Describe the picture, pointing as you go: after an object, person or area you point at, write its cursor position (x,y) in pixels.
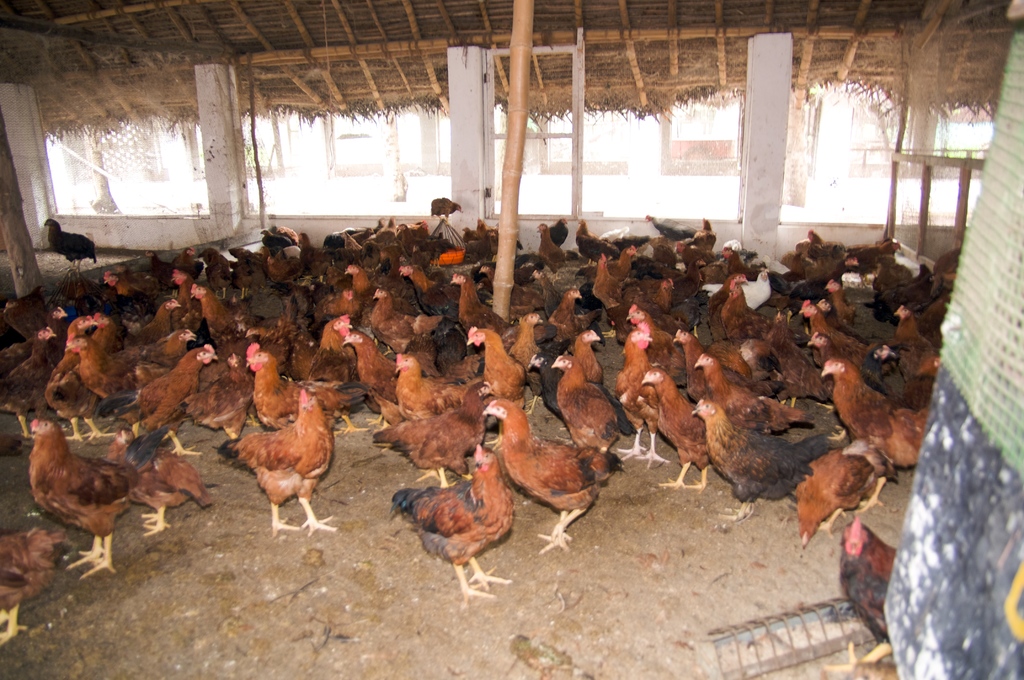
In this image we can see many hens (660,375) on the ground (491,555). In the background (584,10) we can see building (587,120).
